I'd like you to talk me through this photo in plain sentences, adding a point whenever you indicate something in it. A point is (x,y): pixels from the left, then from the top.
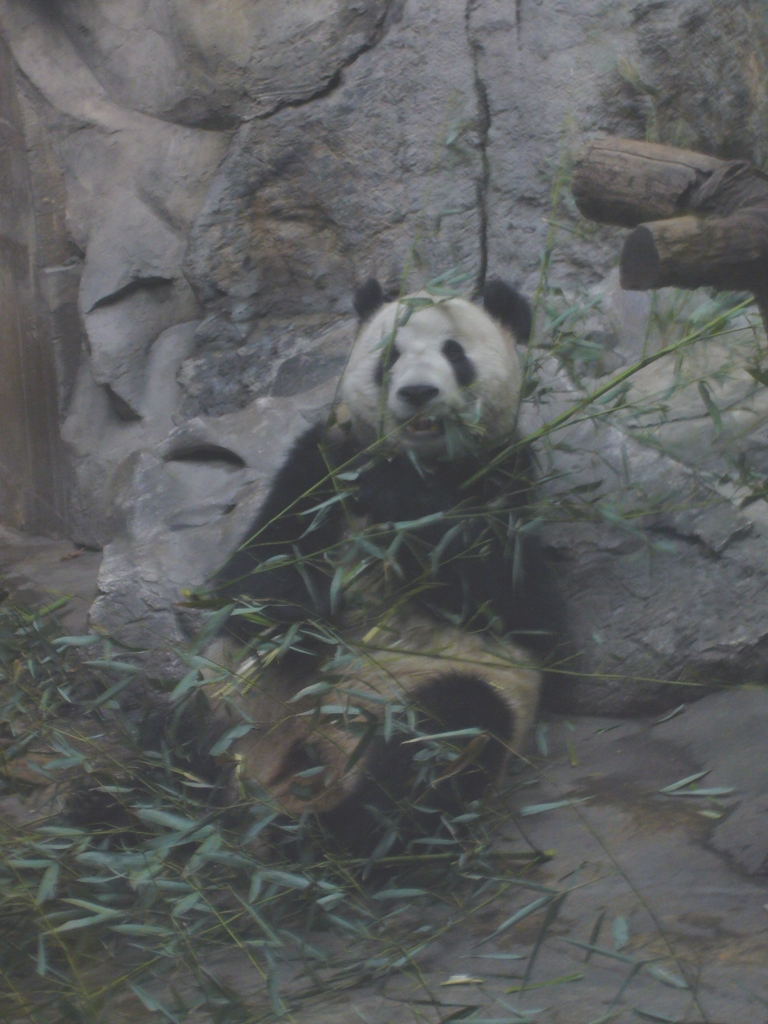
In this image we can see a panda (433,537), plants (221,615). In the background of the image (279,400) there is a rock (262,90). There is a tree trunk (645,166) to the right side of the image (666,191).
